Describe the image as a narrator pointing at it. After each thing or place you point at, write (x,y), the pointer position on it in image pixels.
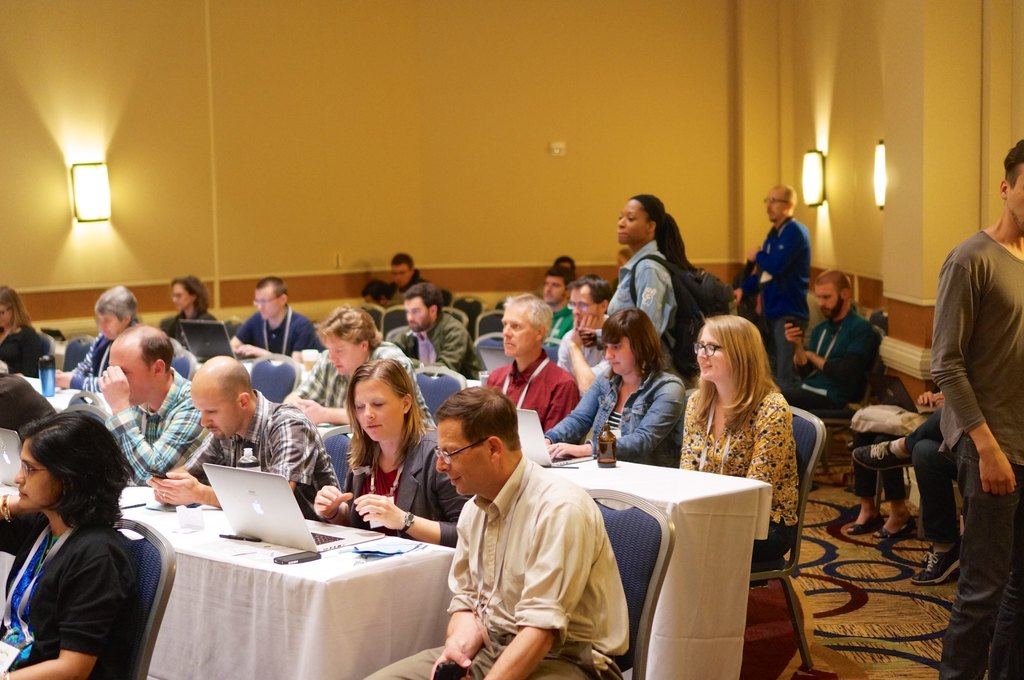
In this image i can see number of people (502,388) sitting on chairs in front of tables (333,557). On the tables (318,574) i can see laptops (305,525), mobiles (319,552), few papers (411,544) and bottles (605,459). In the background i can see few people (982,375) standing, the wall (387,110) and few lights (81,205).
